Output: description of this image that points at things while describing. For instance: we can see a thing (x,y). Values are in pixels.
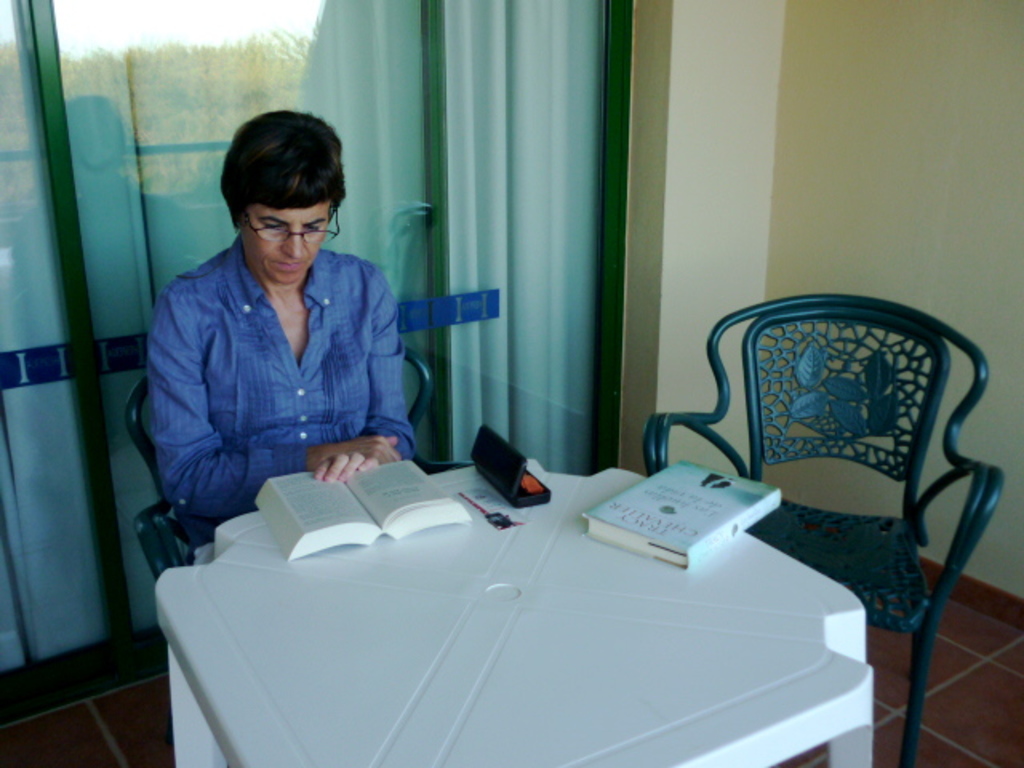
In this picture one woman (262,398) is sitting on the chair (141,435) and she is holding a book (349,496) in front of her there is a table (511,653) on the table (636,574) there are some books (437,518) and box (488,471) beside one more chair (865,455) is there and back side we can see the glass window (519,185).
